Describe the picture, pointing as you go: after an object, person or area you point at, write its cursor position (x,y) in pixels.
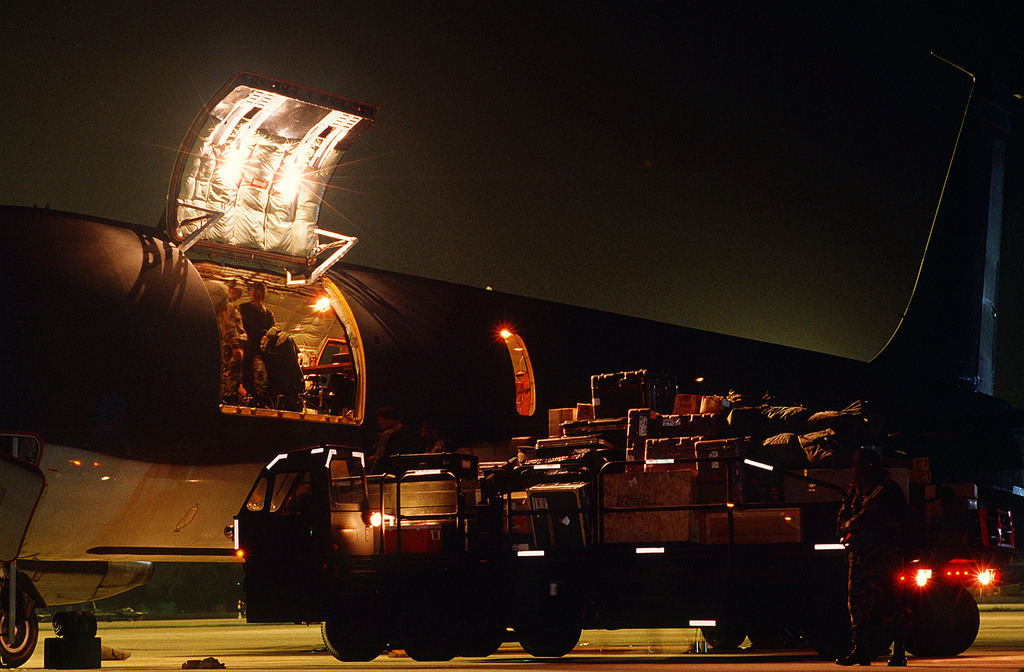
In this image there is a vehicle (924,633) on the ground (235,658), beside that there is a plane (312,365) with the cargo door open where people (248,355) are standing.
